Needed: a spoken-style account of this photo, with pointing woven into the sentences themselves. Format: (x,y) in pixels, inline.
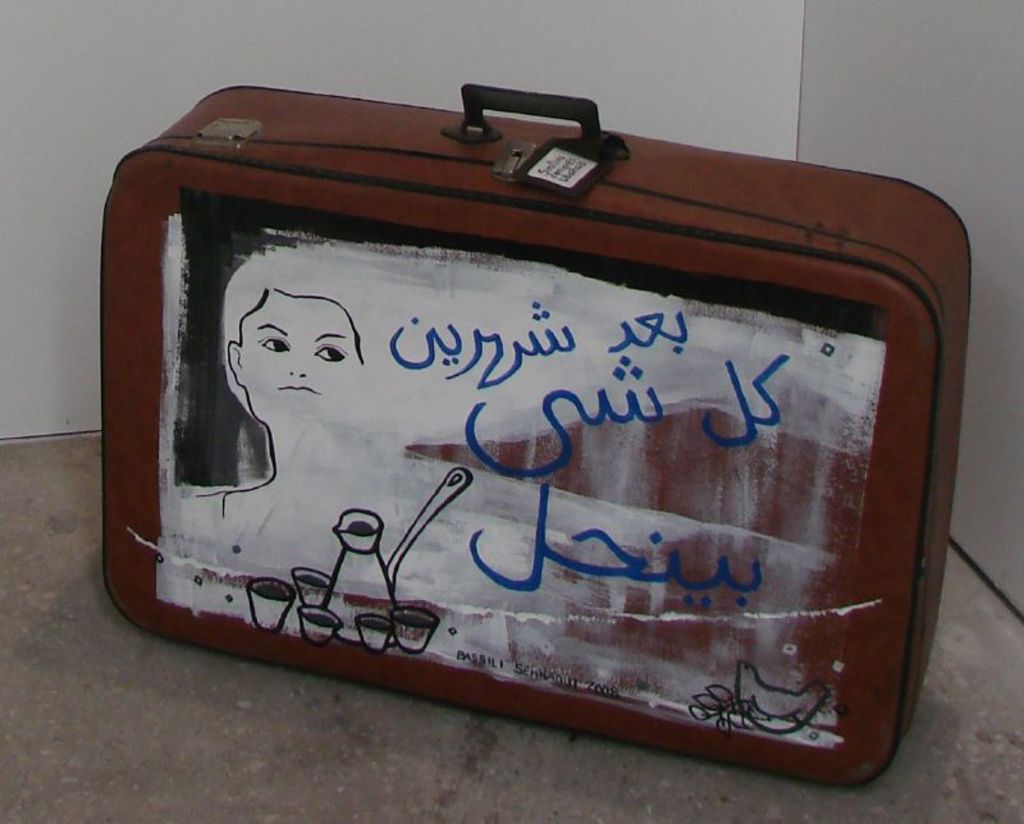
this picture shows an briefcase (570,109) with some painting (228,494) on it.
